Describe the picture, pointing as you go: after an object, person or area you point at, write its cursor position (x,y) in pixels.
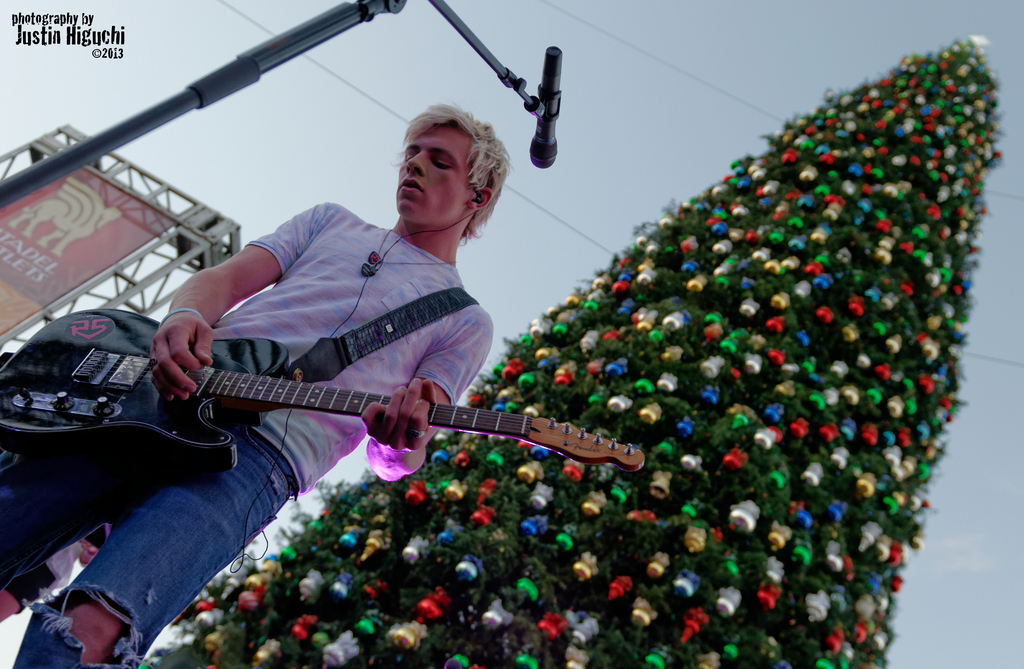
In this image I see a man (127,667) who is standing in front of a mic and he is holding a guitar (129,405). In the background (630,361) I see a tree (754,664) which is decorated.
